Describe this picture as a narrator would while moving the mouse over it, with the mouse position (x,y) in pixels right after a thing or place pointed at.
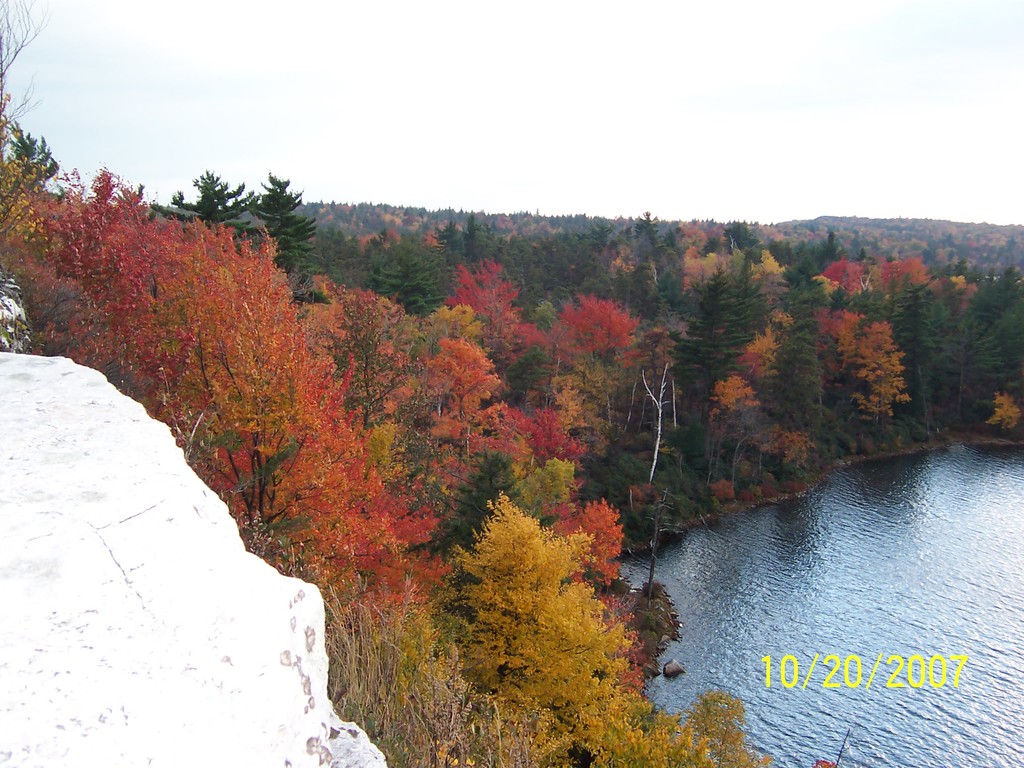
In the image there are many trees (430,368) with different colors. At the right side of the image (875,511) there is water (783,618) and also there is a date (801,669) at the right side of the image (849,672). At the top of the image (502,98) there is a sky (718,111) with clouds (387,64).
